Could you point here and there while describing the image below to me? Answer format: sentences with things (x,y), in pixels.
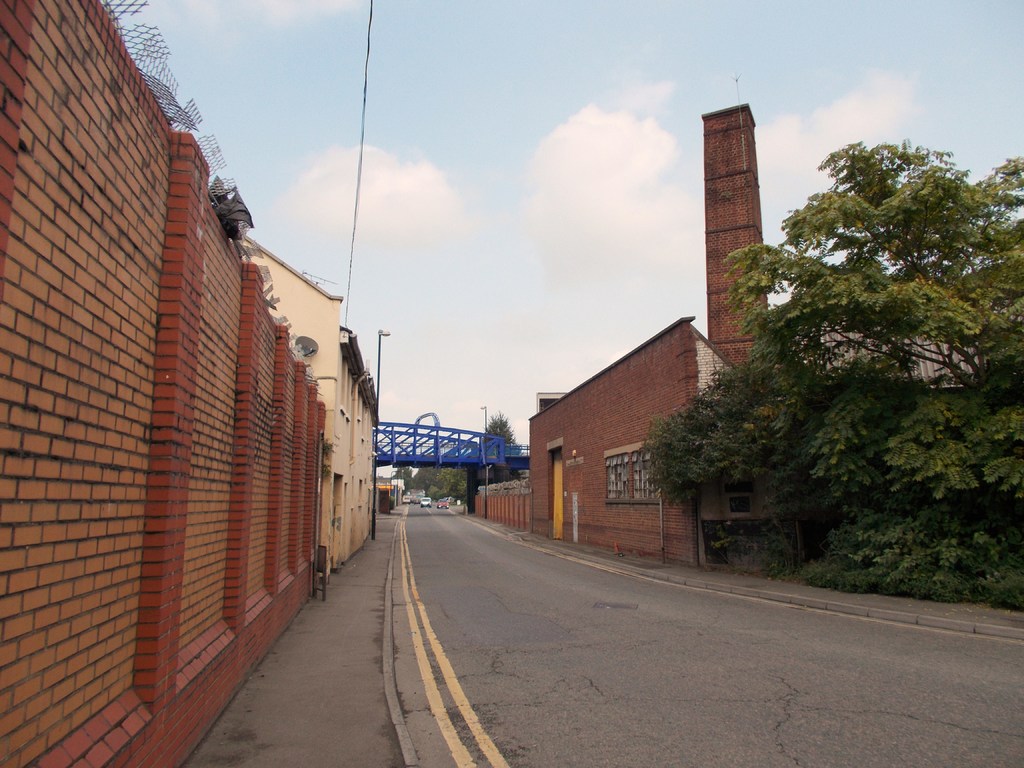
Here we can see wall (127,494), road (716,615), wire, buildings (340,452) and trees (899,503). In the background (314,80) we can see bridge (452,453), trees (441,480), vehicles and sky (434,276).
